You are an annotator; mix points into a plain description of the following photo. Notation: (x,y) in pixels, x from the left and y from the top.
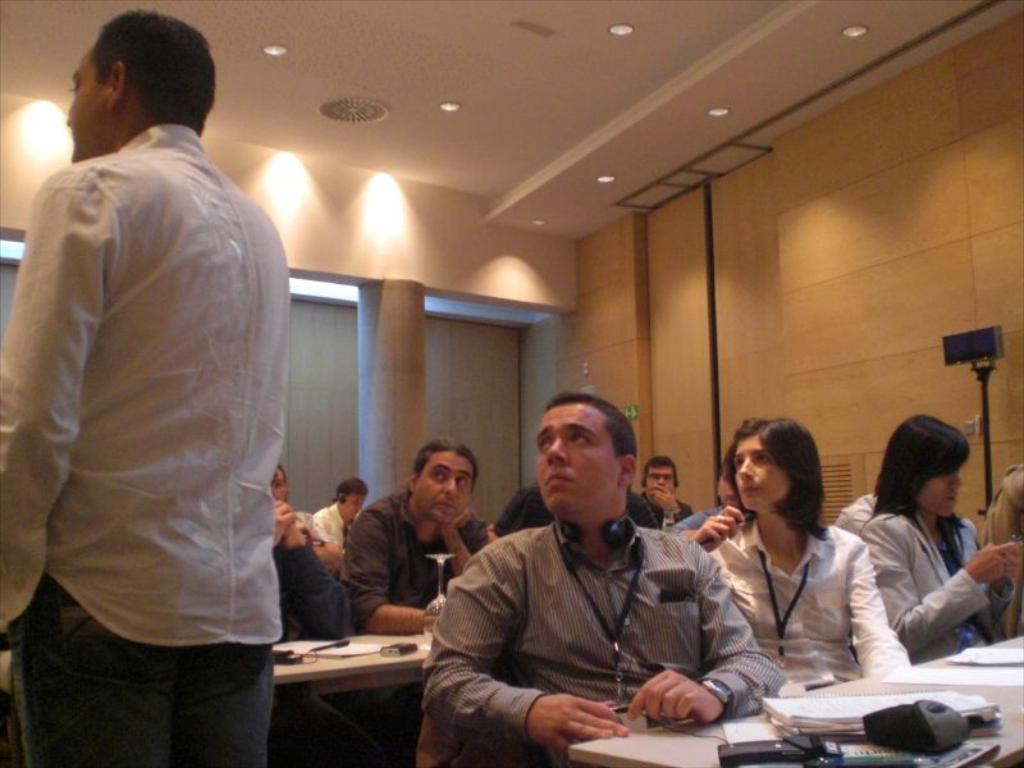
There are group of people (322,587) in the image, the man (164,223) standing and talking the other persons (510,600) wearing the identity cards (621,700) and ear phones (626,527) are listening, on the bench (950,661) there are few papers (968,655). At the background (400,325) i can see pillar (364,354) and a wall (314,357), on the top (451,105) there are few lights (388,190).
